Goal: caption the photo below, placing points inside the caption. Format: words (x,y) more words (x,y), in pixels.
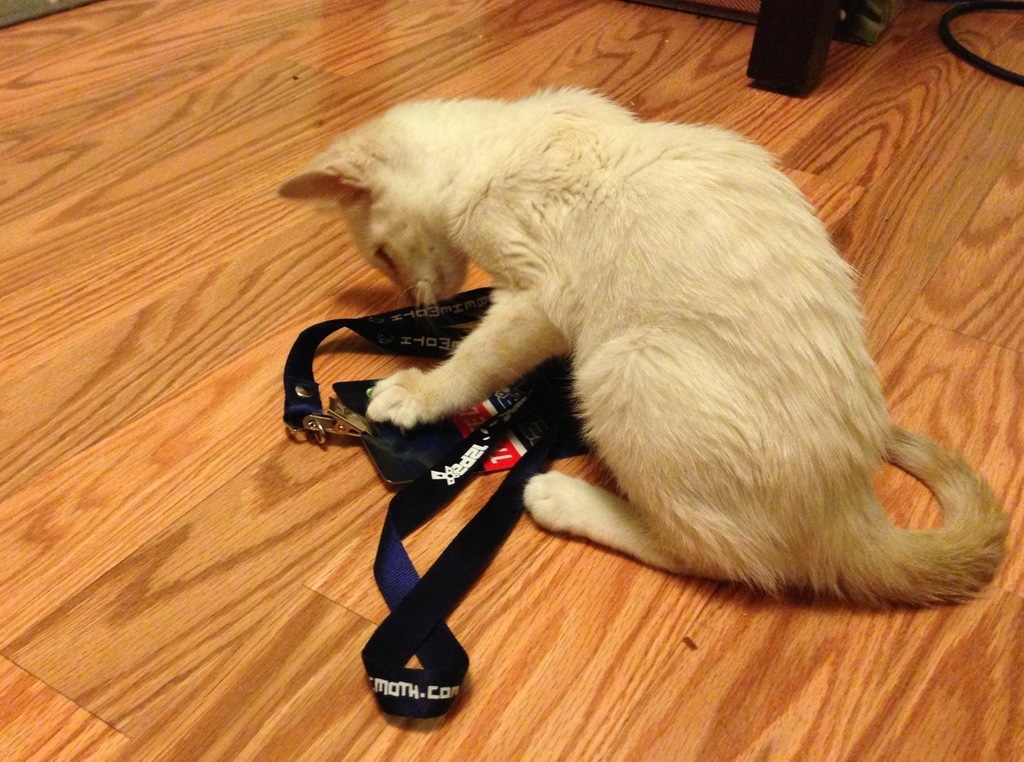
In this image I can see a cat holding a strap (386,572) visible on the wooden floor (151,544) in the top right (800,4) I can see a cable (953,38) and wooden stand (796,54).
